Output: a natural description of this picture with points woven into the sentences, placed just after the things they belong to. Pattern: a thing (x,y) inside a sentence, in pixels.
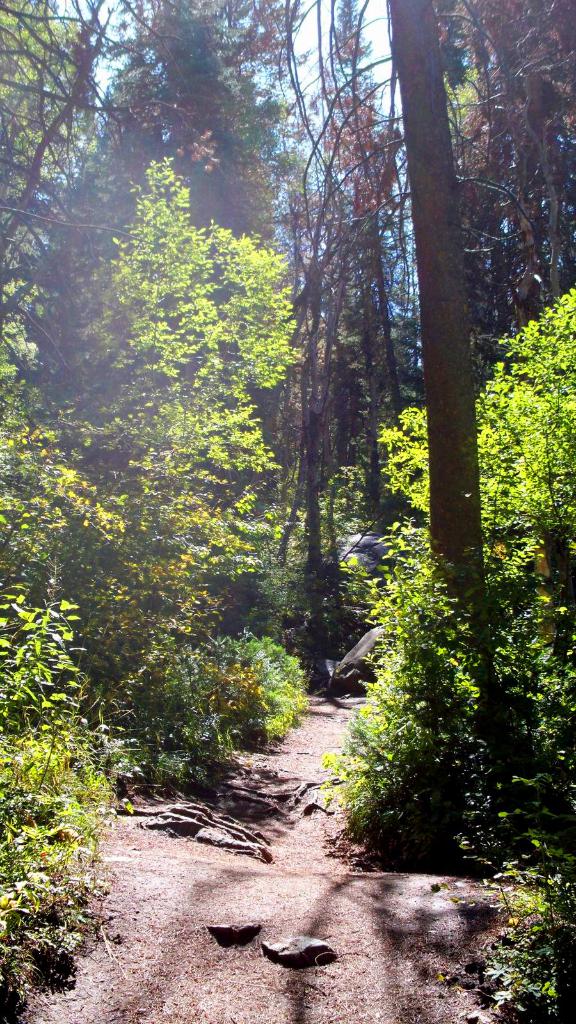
In this image I can see a forest (367,323) and in the forest (288,350) I can see trees (235,335) and the sky (382,116) and a road (288,871) visible in the middle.
